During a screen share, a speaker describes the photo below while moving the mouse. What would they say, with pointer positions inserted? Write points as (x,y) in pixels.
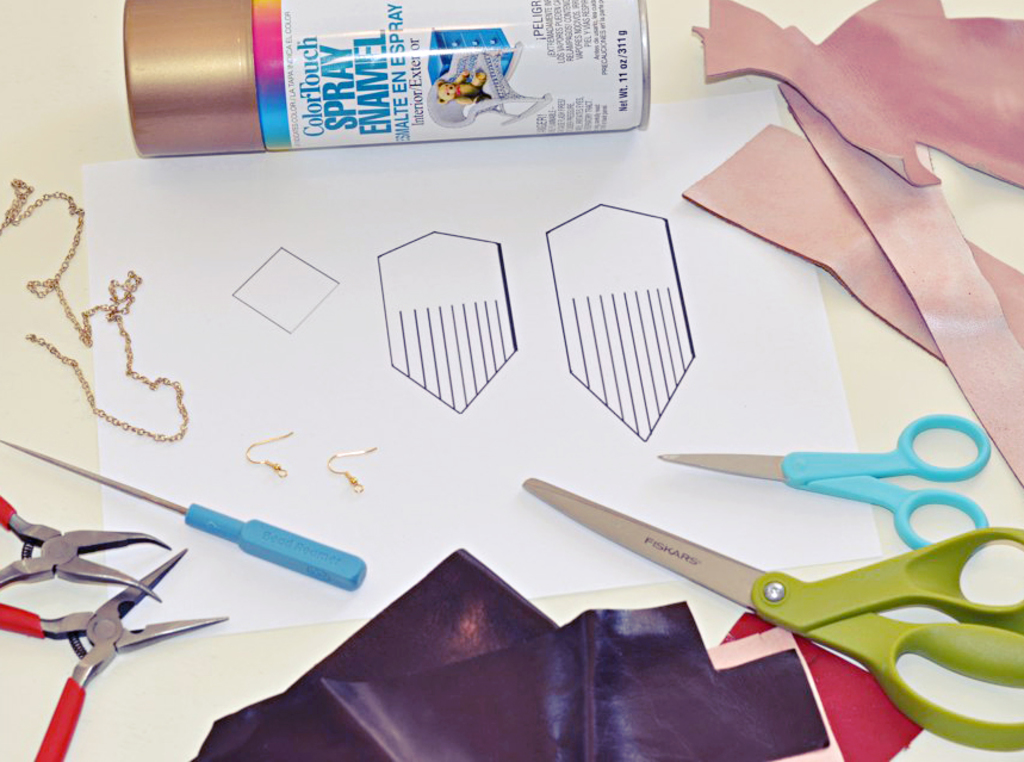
In this image there is a table (1016,219) and we can see papers (518,338), scissors (726,567), cutters (63,543), chains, spray bottle (323,78) and an object (909,252) placed on the table (343,620).
